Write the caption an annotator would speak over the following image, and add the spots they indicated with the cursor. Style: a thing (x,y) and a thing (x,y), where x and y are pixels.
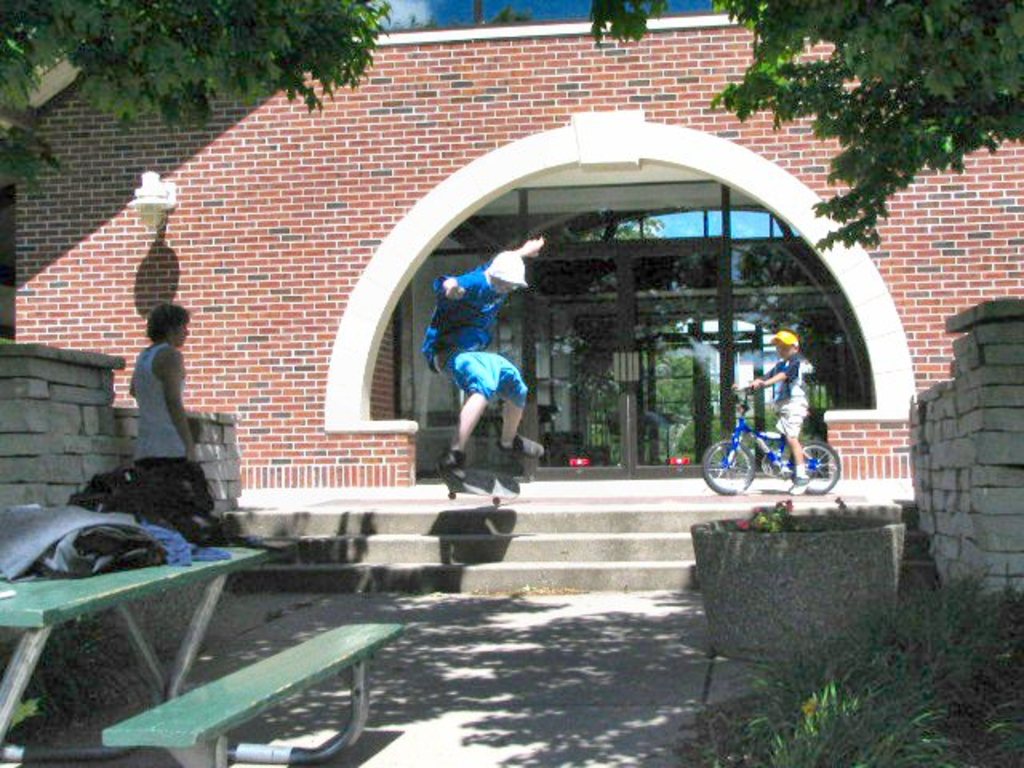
In this picture we can see a man (464,359) is jumping with a skateboard (464,480) and a person (180,443) is standing and another person (784,391) is riding a bicycle (730,445). In front of the people (162,383) there is a bench (202,699) and a table (53,600) and on the table (55,598) there are some objects (54,549). Behind the people (514,410) there is a building (345,167) with a light (151,226) and a door (661,346). In front of the building (223,139) there are trees (908,68) and grass (879,714).
